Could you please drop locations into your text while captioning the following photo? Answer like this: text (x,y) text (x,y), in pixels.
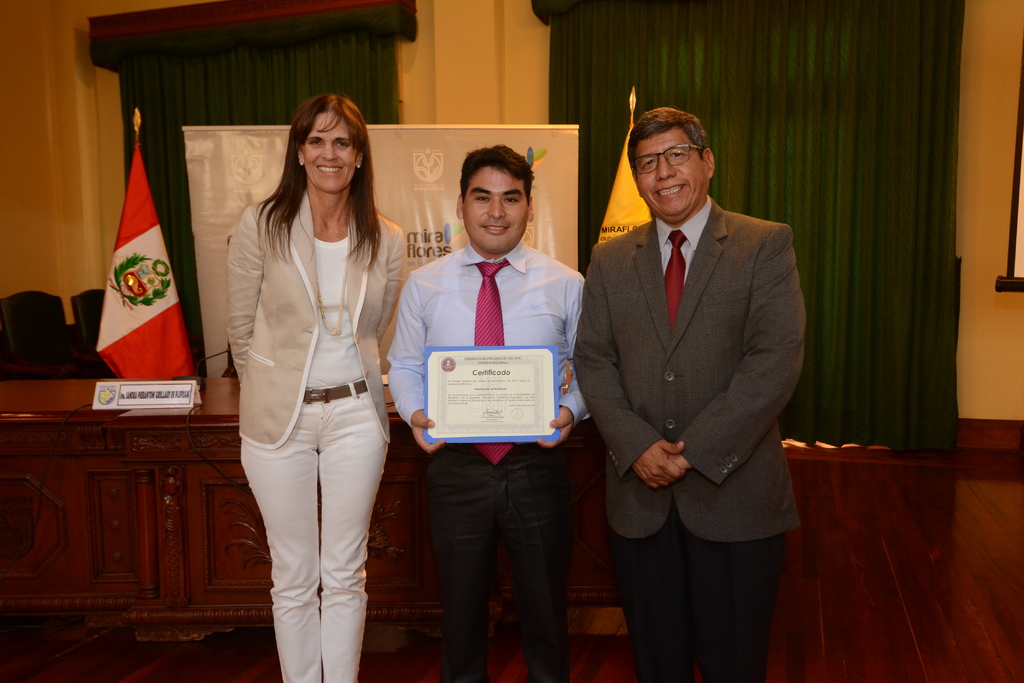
In the center of the image (499,333) there is a person (418,368) holding the certificate (485,367). Beside him there are two other people (650,658) standing and they are having a smile on their faces (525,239). Behind them there is a wooden table (190,464). On top of it there is a name board (168,395) with some text (142,399) on it. There are flags (131,281) and a banner (572,263). There are chairs (89,304). In the background of the image (994,337) there is a board (1008,276) on the wall (996,128). There are curtains (814,226). At the bottom of the image (936,581) there is a floor (909,598).
